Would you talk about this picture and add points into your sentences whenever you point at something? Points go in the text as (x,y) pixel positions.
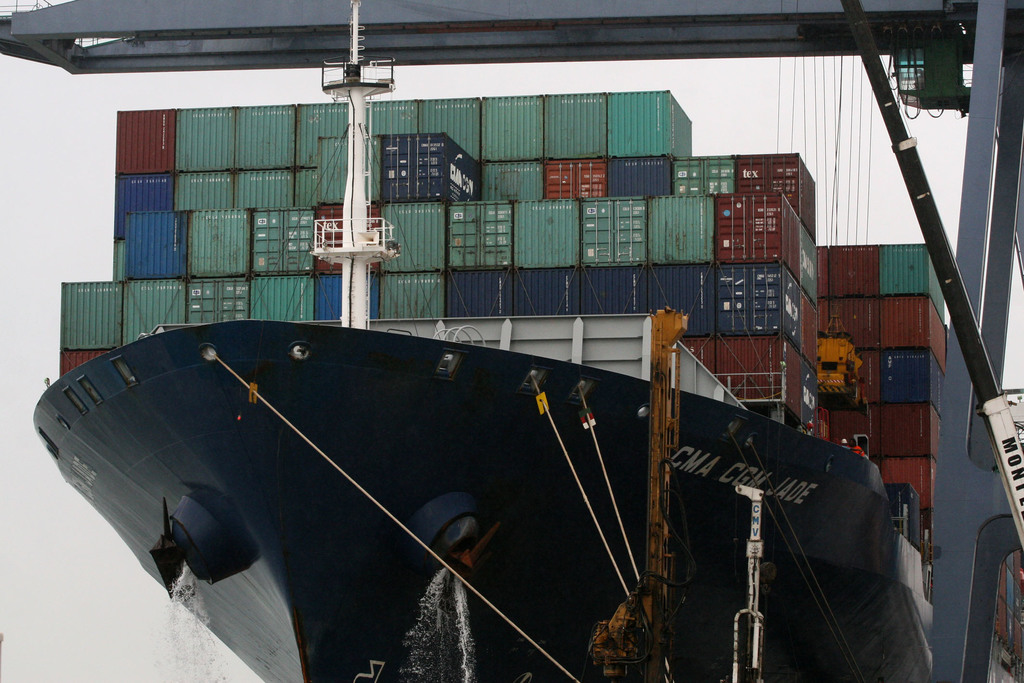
In this picture, we see a black color ship (354,515). This ship (396,456) contains many containers (702,299) which are in green, blue, brown and grey color. In the background (86,619), we see the sky (74,271).
